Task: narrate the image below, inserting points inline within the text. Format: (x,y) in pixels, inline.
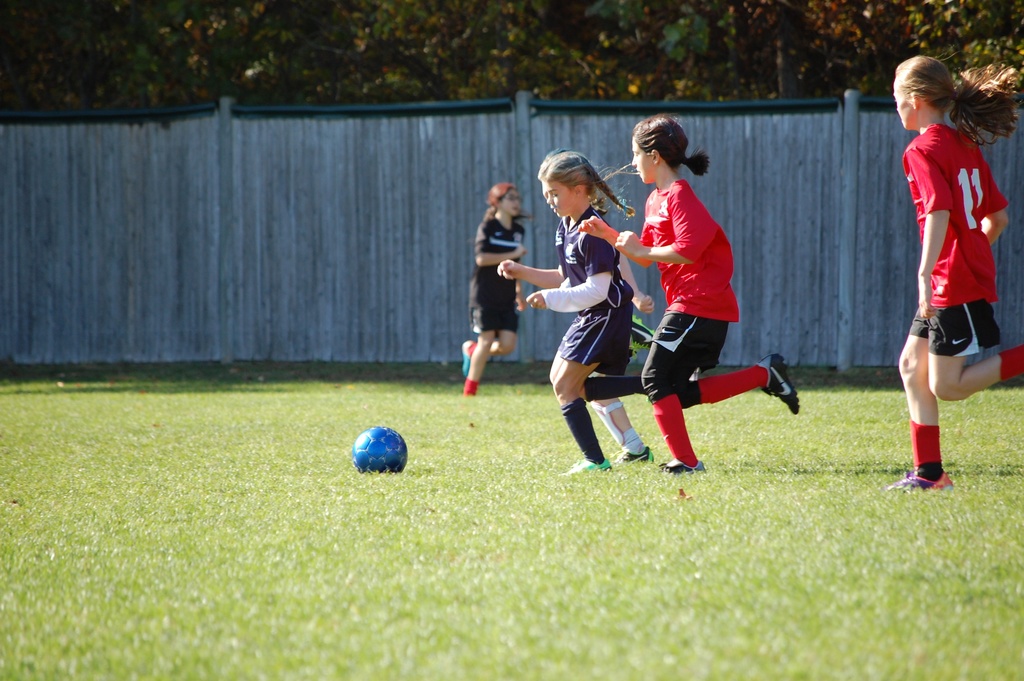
In this image we can see four girls (948,298) are playing with blue color ball (383,435) on the grassy land (354,421). Behind wooden fencing (389,142) and trees (585,37) are present.
